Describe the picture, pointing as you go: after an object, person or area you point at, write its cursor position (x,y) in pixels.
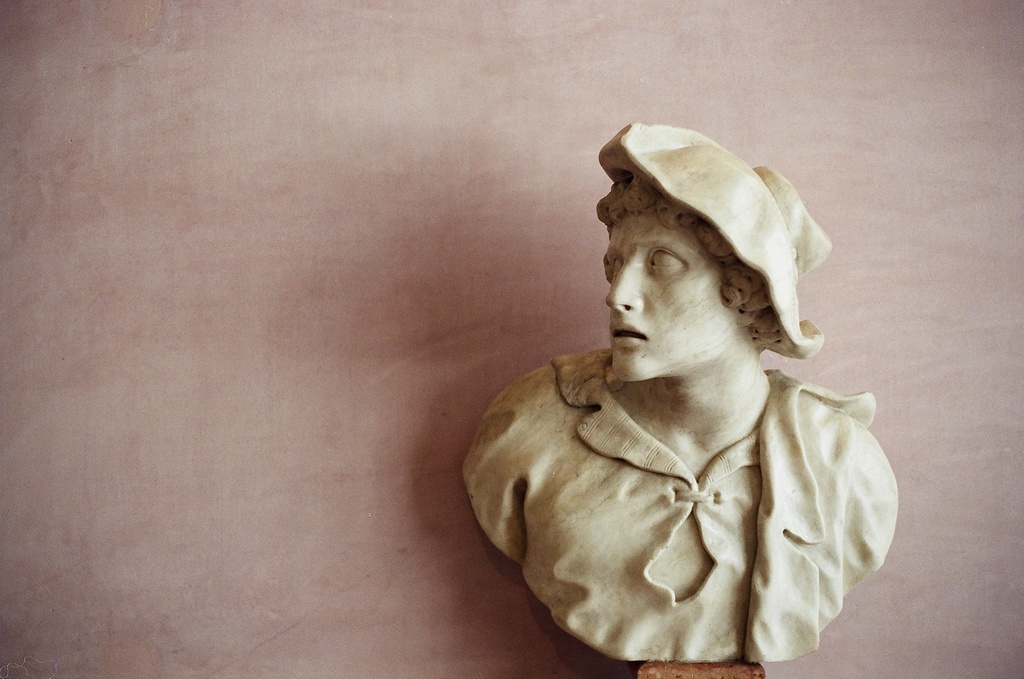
In the picture we can see a sculpture (558,374) of a half person (708,651) and in the background (816,671) we can see a wall (430,288).
